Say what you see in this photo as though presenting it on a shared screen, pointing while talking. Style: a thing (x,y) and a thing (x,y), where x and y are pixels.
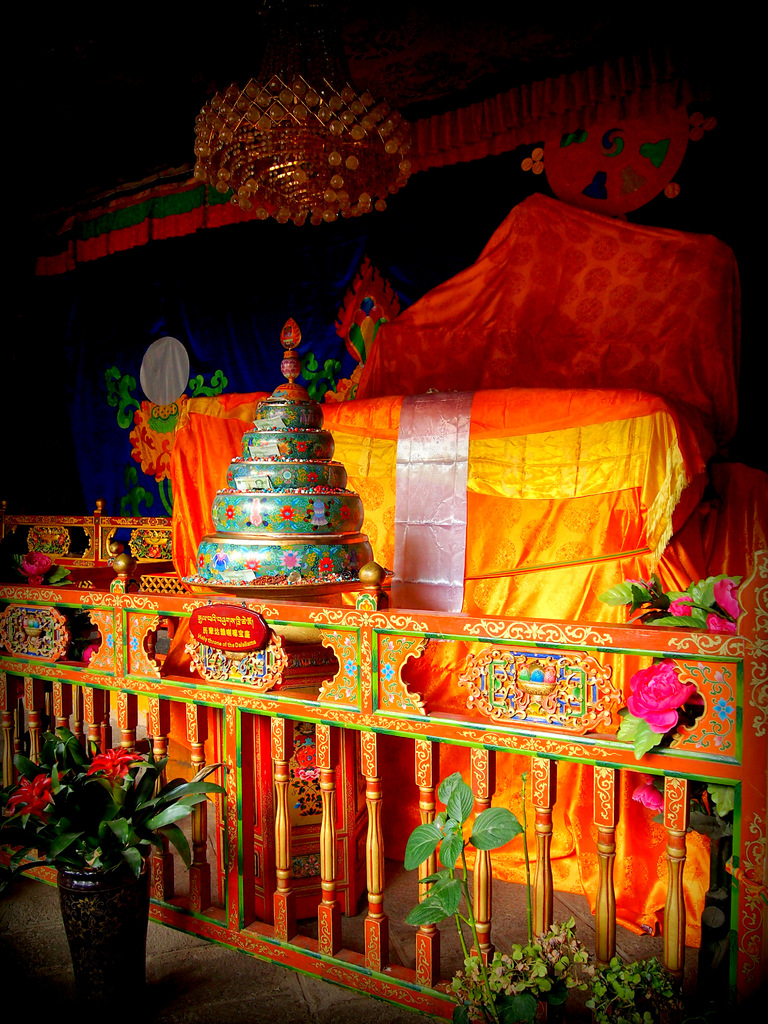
In this picture, there is a wooden grill (378,777) at the bottom (412,729). In the center (440,580), there are some objects (399,542) covered with the cloth (388,447). On the top (296,84), there is a chandelier (291,110). At the bottom (596,988), there are plants (148,823).
